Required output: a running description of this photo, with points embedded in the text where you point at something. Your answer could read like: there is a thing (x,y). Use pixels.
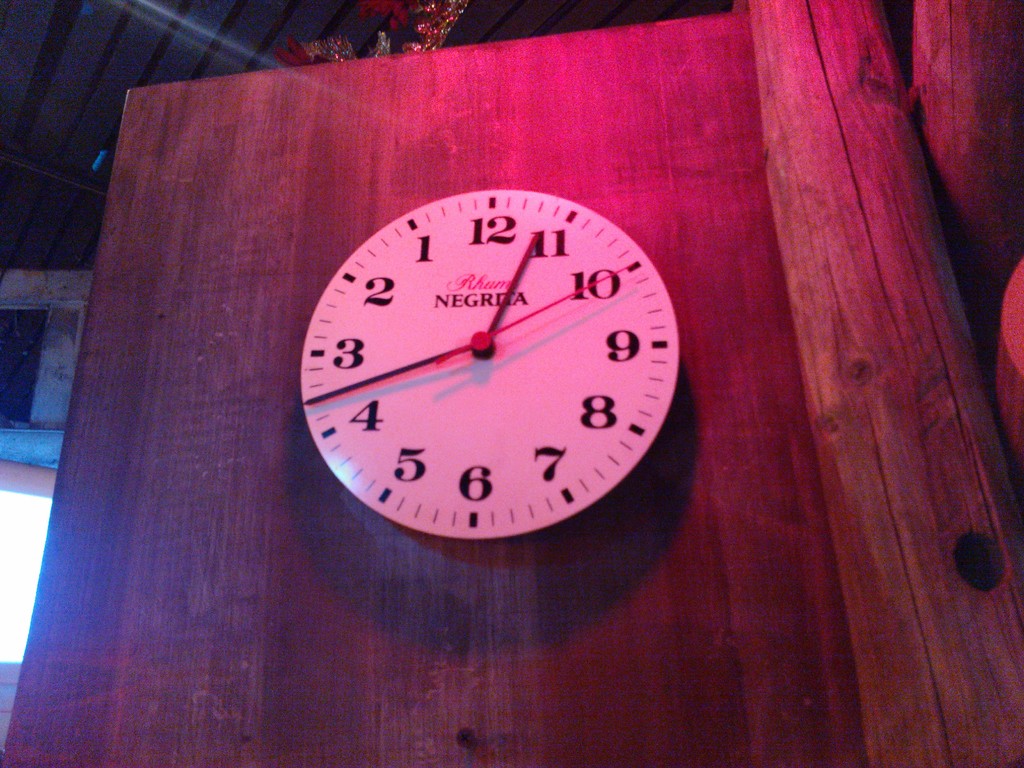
In the picture I can see a clock (539,345) which is attached to a wooden object (669,222) and there are some other objects (49,369) in the left (42,329) and right corner (982,21).
